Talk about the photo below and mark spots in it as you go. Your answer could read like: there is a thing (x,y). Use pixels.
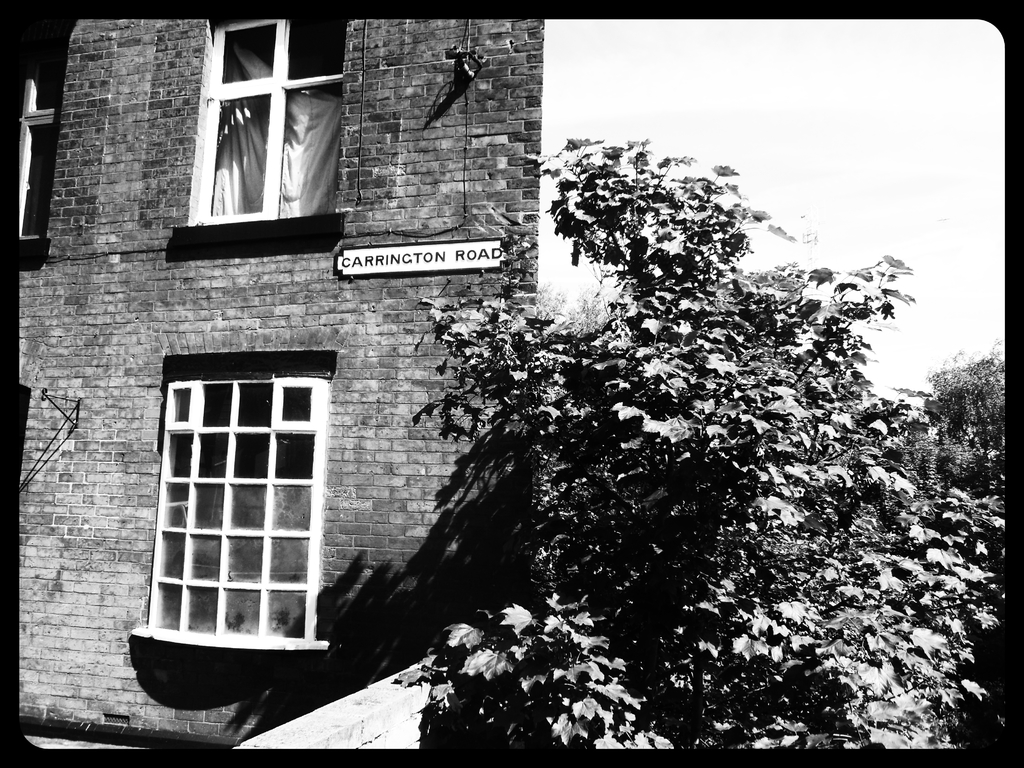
Here this picture is a black and white image, in which we can see a house (171,219) with windows (199,584) on it and we can also see plants (612,568) and trees (822,511) present and we can see the sky (769,177) is clear.
